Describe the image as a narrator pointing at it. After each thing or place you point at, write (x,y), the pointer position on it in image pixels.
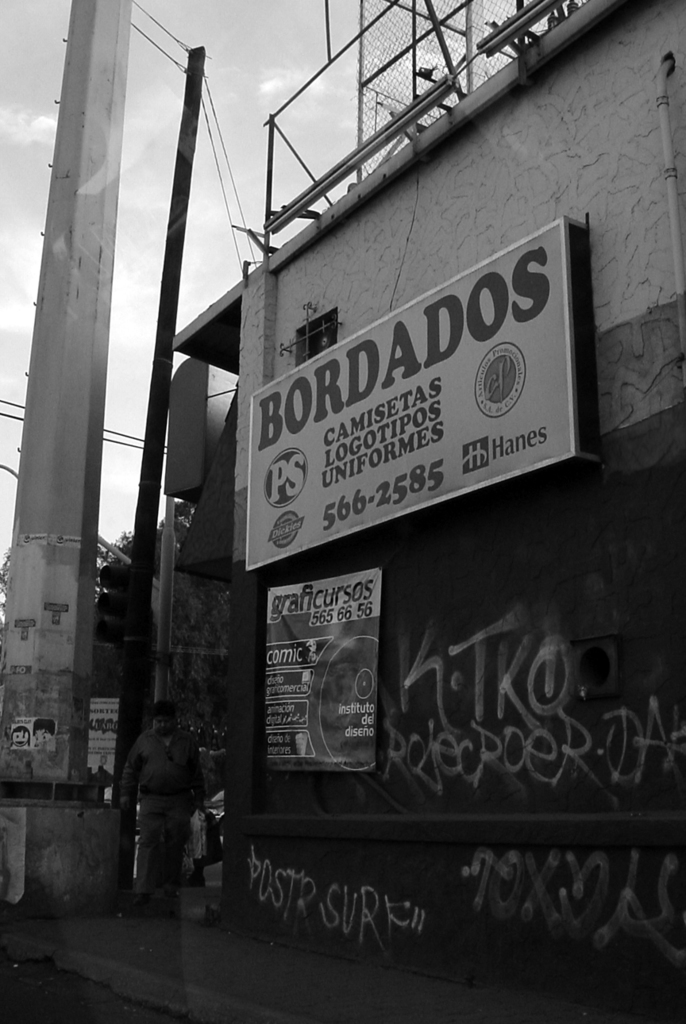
In this image I can see the black and white picture I can see a building (517,657), a person (188,743) standing, a huge metal pole (101,275), two boards (311,587) to the building (401,405) and in the background (111,552) I can see few trees (129,542), a traffic signal (125,614), few wires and the sky (314,98).
